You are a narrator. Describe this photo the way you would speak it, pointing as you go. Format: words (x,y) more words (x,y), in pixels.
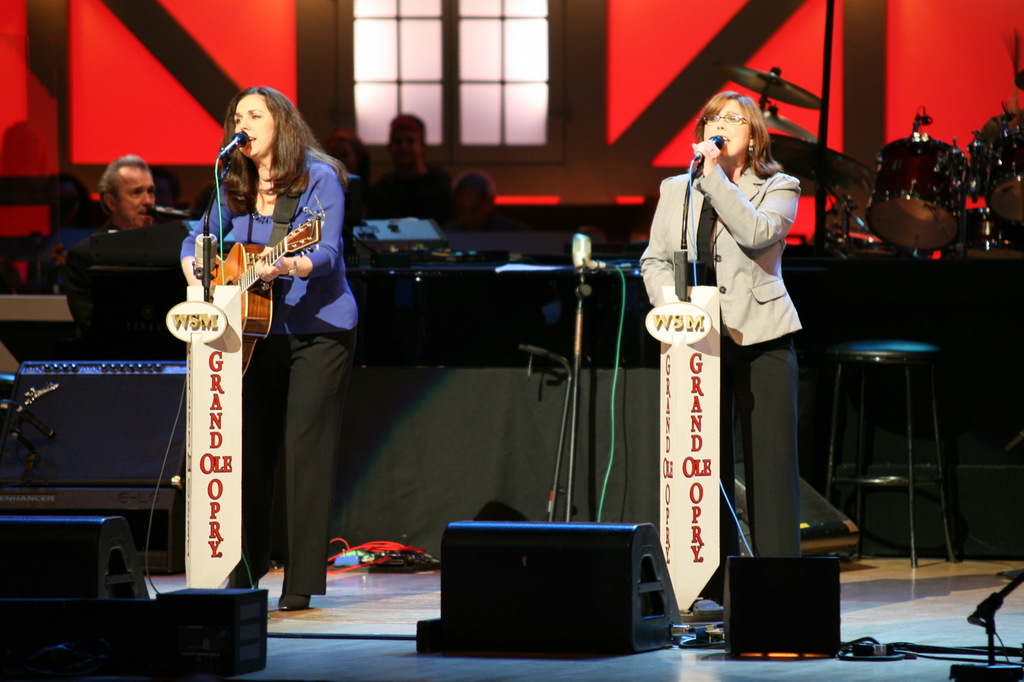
In this image we can see a group of people (776,260). On the right side (756,299) the woman (754,269) is singing and holding a mic (709,152). On the left side (257,263) the woman (302,332) is playing a guitar (248,314).
